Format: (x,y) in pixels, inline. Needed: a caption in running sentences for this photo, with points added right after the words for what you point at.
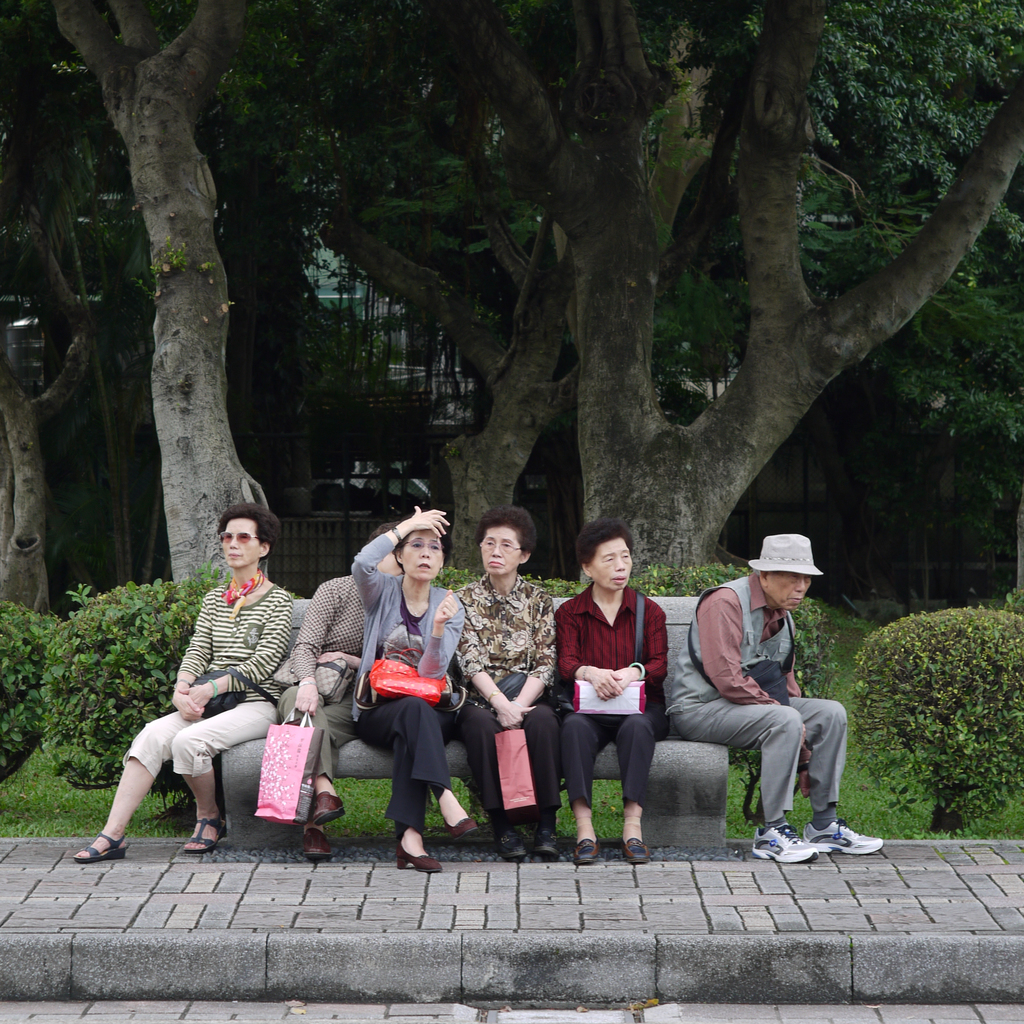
In this image in the center (624,654) are some people (411,721) sitting on a bench (708,739), and at the bottom (801,963) there is a pavement (949,947). In the background (454,454) there are trees (490,458), building (432,453), plants (873,726) and grass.
